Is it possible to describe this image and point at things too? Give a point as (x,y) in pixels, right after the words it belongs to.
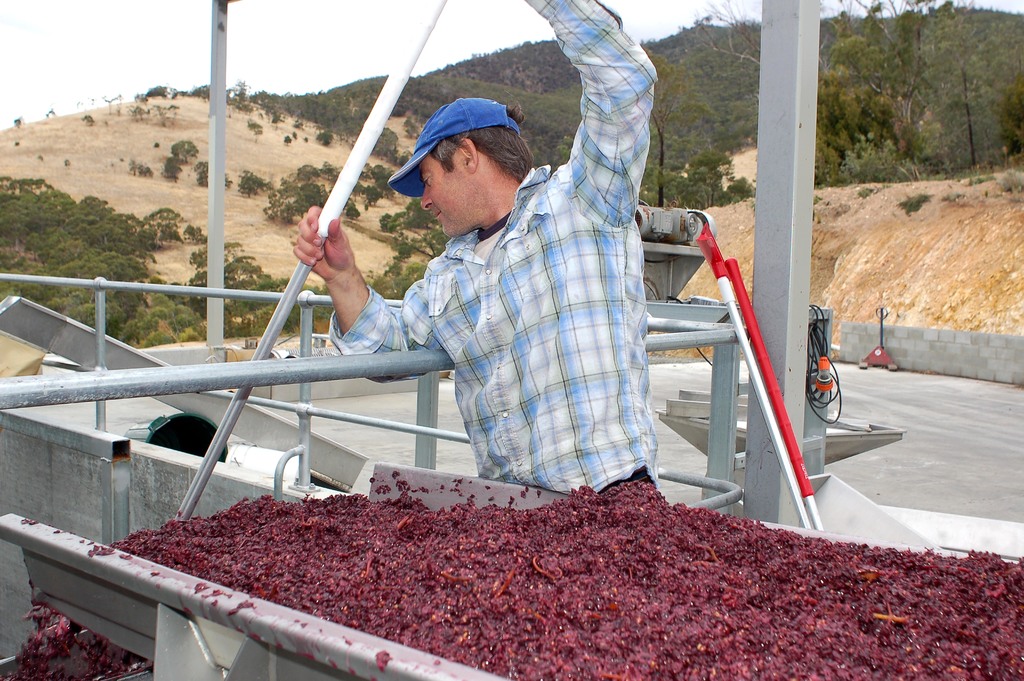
In this image we can see a person (558,370) wearing shirt (574,409) and blue cap (458,124) is holding a rod (287,312) in his hands (324,269). In the foreground of the image (284,572) we can see a table (156,608) containing food (840,658) on it. In the background (798,327) we can see a group of poles (728,269), trees (525,127), mountains (988,275) and the sky (241,39).
